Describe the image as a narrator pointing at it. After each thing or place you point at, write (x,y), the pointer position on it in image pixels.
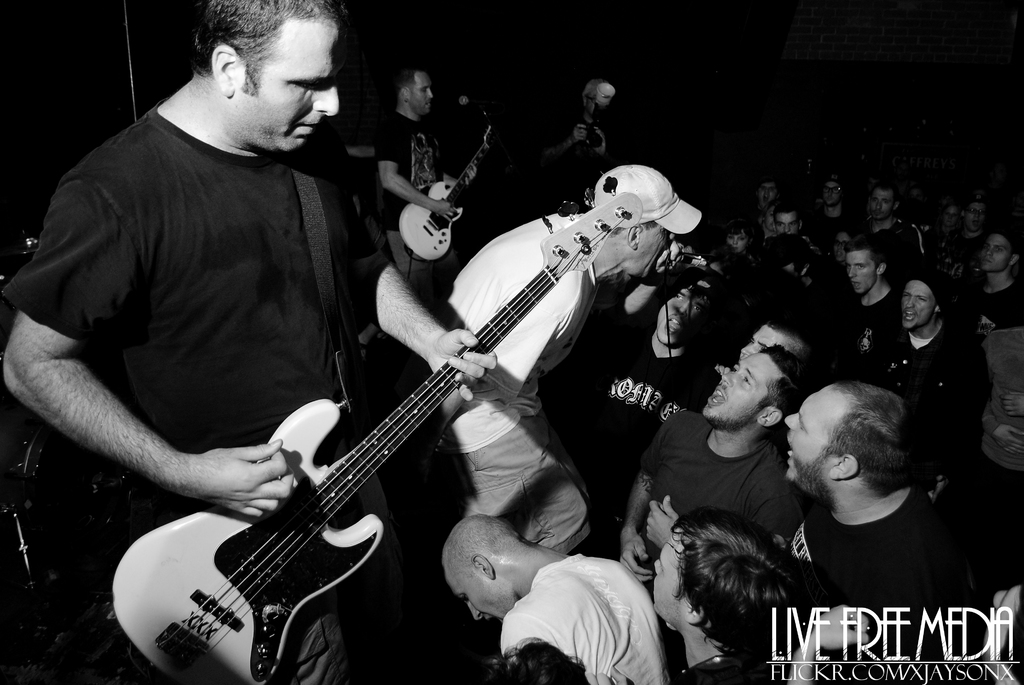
It is a music concert there are some people (387,132) playing the guitar (281,659) and the middle person (628,244) wearing hat (658,200) is singing a song, in front of that there are many people (968,213) standing, they are enjoying the music in the background (877,47) there is a brick wall (905,39).
